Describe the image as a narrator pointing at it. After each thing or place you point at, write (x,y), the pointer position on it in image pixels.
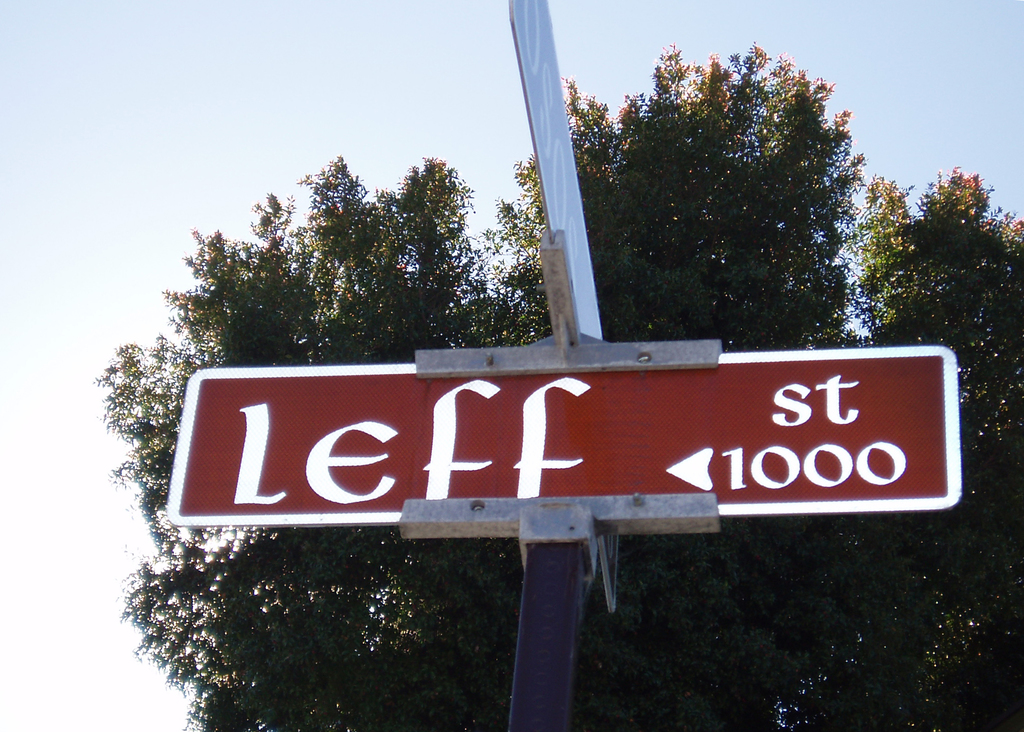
In the foreground of this image (580,391), there is a sign board (614,454). In the background (735,265), there is a tree (765,207) and the sky (884,85).
